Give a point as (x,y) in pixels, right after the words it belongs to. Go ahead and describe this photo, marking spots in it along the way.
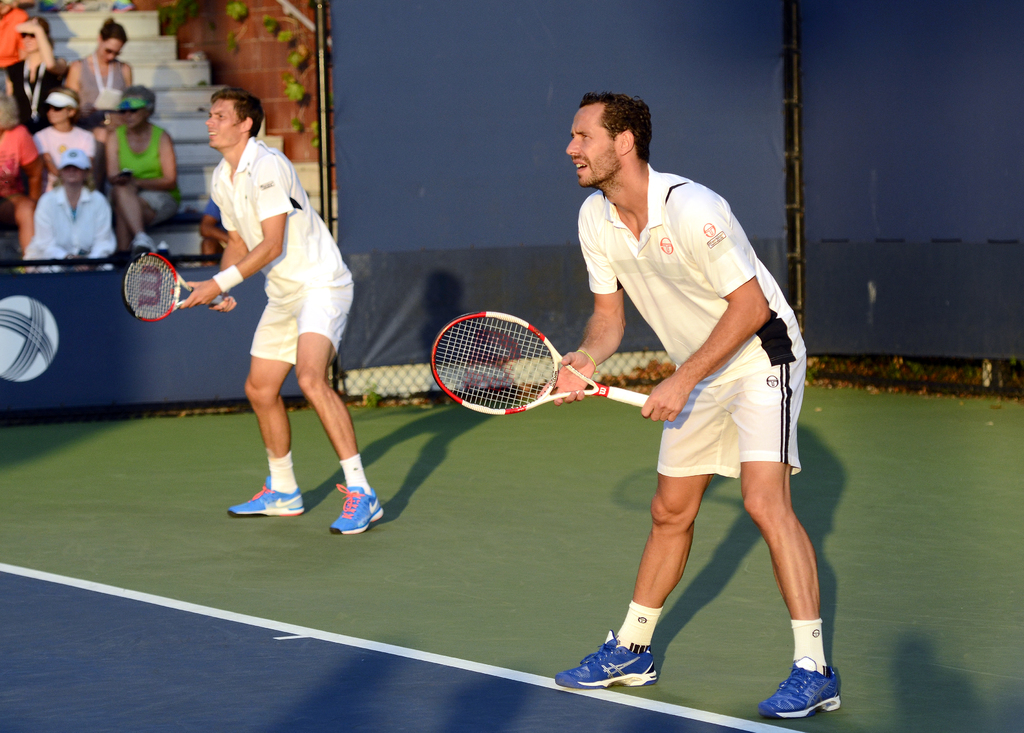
Here we can see two persons (725,230) are standing on the ground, and holding a racket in their hands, and at side here is the group of persons (109,131) are sitting, on the staircase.
